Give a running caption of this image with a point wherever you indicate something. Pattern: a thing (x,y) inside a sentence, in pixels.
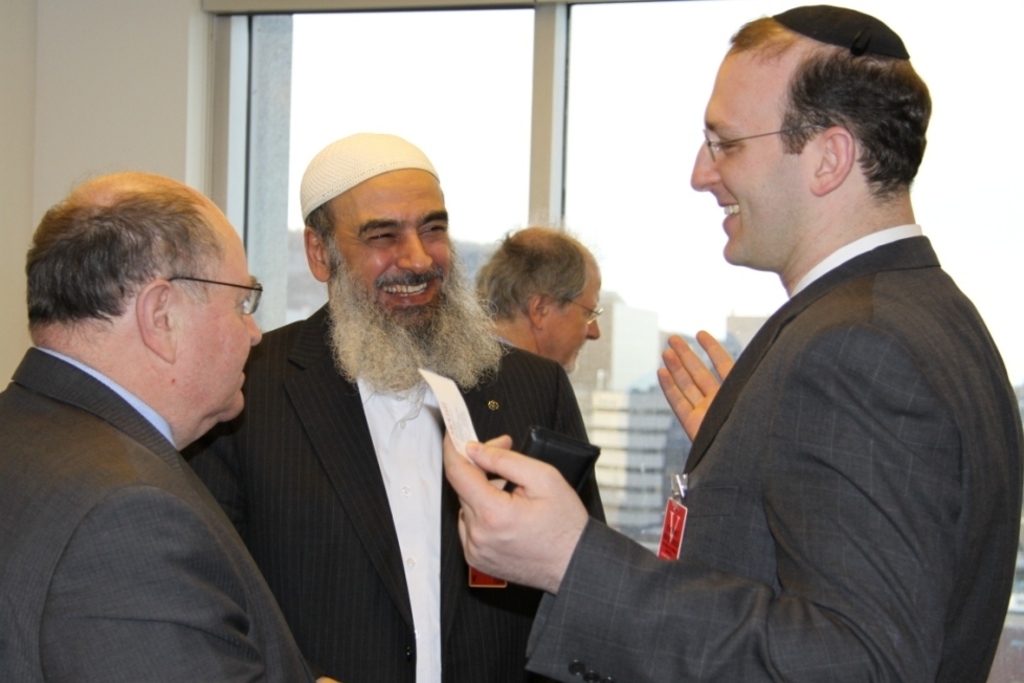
In this image few persons (316,505) are standing. Middle of the image (359,443) there is a person (360,300) wearing a cap (360,179). Behind him there is a person (577,321) wearing spectacles (595,308). Behind them there is a wall (54,9) having window (629,227). From the window (630,394) few buildings (604,404) and sky (632,173) are visible.
